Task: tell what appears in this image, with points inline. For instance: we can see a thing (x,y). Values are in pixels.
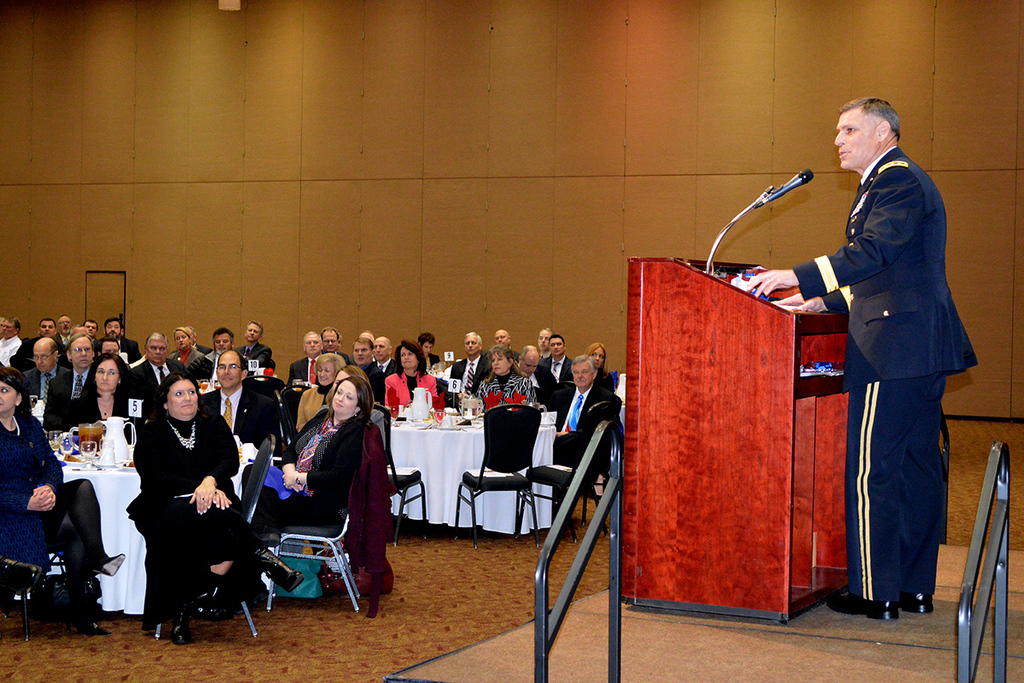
In this image, we can see a group of people (179,391) wearing clothes (60,379) and sitting on chairs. There are some persons (45,484) sitting on chairs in front of tables (103,472). There is a person (893,295) on the right side of the image (884,341) standing in front of the podium (789,412). In the background of the image (608,195), there is a wall (176,190).
